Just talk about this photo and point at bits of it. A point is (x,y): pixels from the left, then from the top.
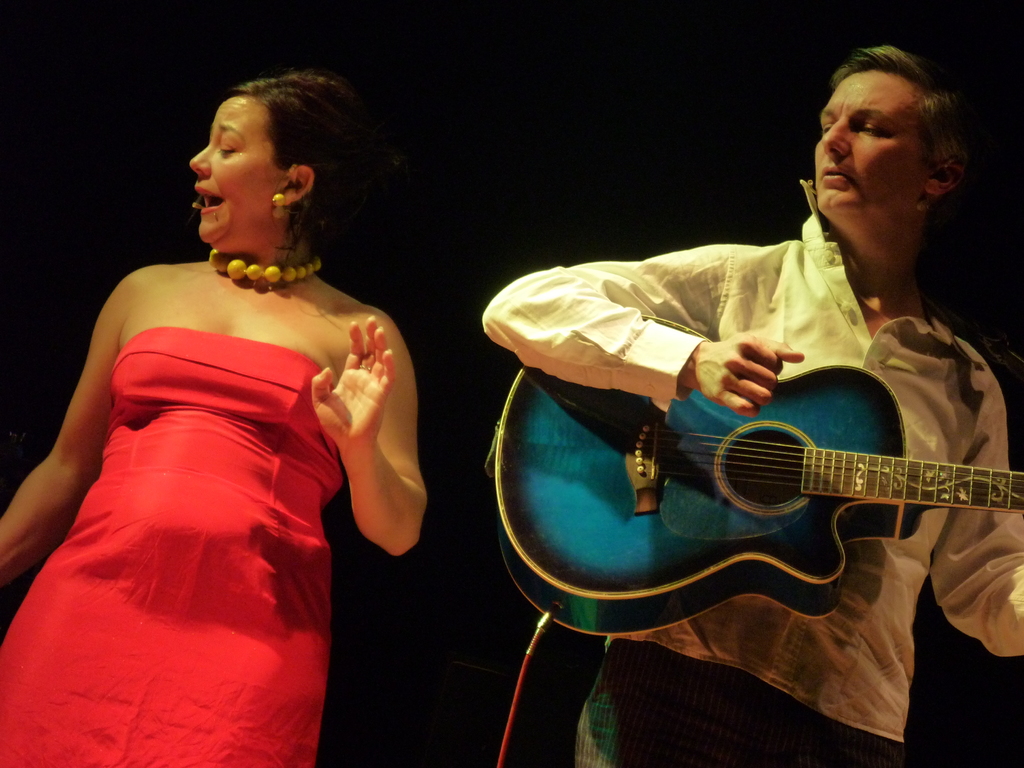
In this image on the right (827,290) there is a man (876,249) he wear white shirt (761,287) and trouser (687,703) he is playing guitar (728,514). On the left (220,472) there is a woman (218,535) she wear red dress (199,550) she is singing.
